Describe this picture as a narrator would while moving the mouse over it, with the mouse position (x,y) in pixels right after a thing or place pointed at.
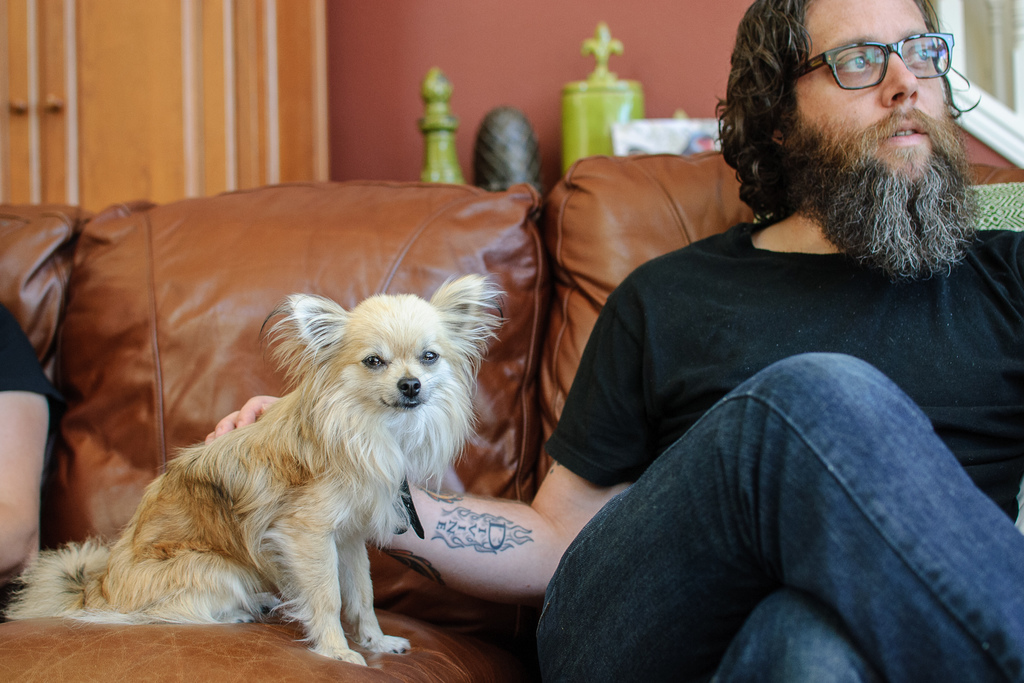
the picture is clicked inside a room (758,333). There is a sofa (126,320) on the sofa (121,277) there is a man (688,320) sitting on it. He is wearing a black t shirt (911,375) and a blue jeans (910,477). he is a bearded man (818,160), he is wearing a glass (877,74). He put his hand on a dog (283,470) who is sitting beside him. From the left side (13,412) we can see a hand (20,485). From the background (436,103) we can see few decorative items (490,142).
